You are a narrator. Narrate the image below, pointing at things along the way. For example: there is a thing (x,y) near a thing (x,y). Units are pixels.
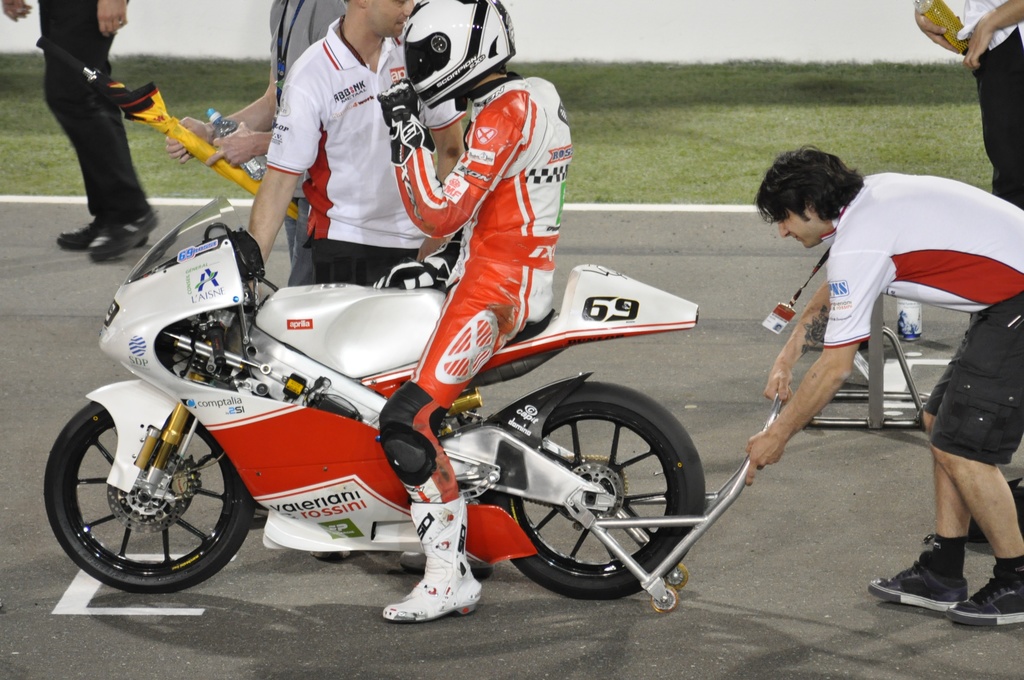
In this image we can see a motorbike (336,403) upon which a man (522,289) wearing orange and white dress (501,279) is riding it. In the background of the image (117,144) we can see few people (332,101) standing on the road (948,312).
